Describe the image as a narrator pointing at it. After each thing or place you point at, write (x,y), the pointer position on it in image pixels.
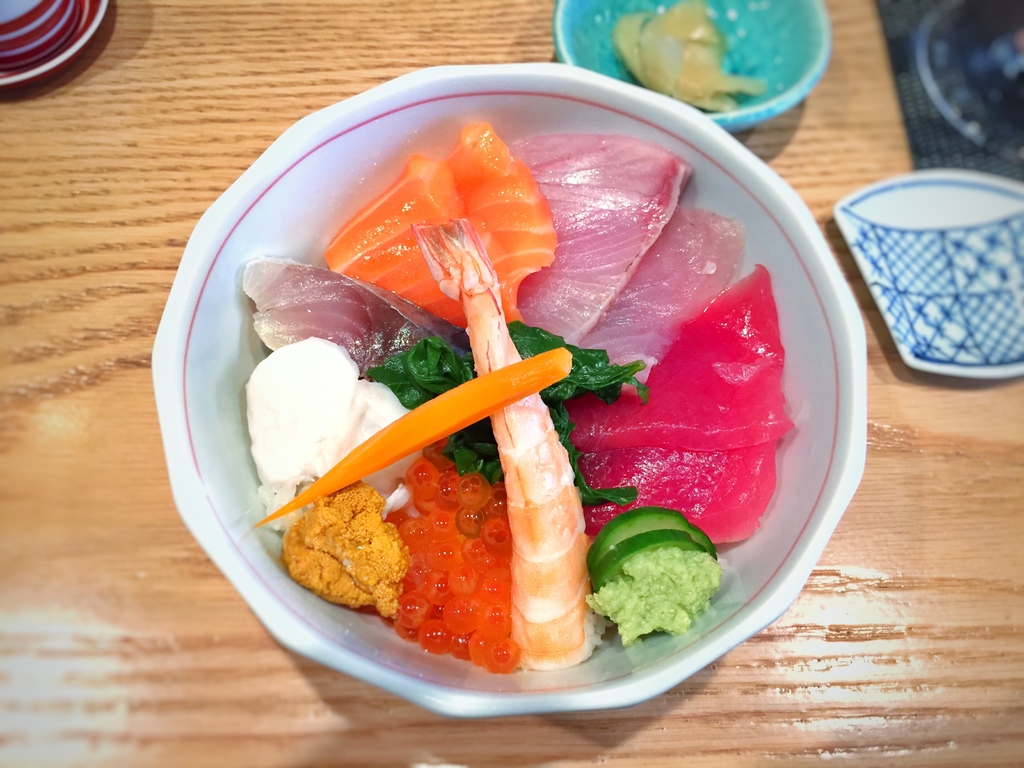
In this picture I can see food items (623,290) in the bowls (790,5), and there are some objects (26,26) on the wooden board (838,39).
